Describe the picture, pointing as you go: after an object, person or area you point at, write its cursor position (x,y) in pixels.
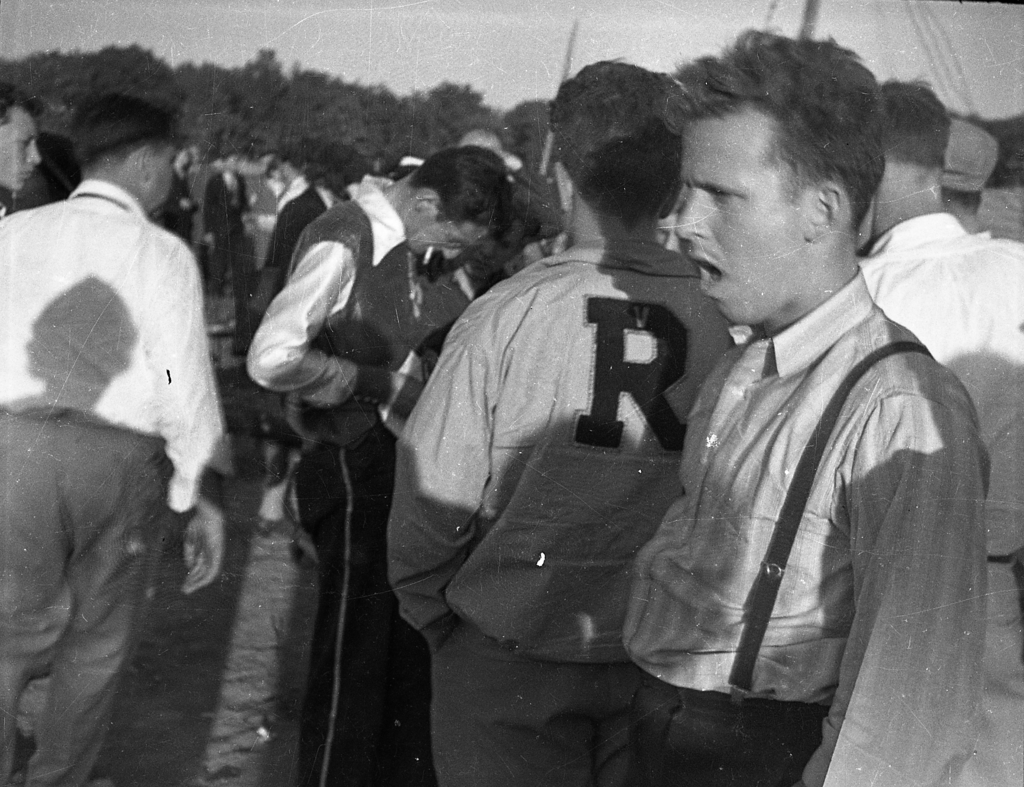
This is a black and white image and here we can see many people (198,266) standing and in the background (426,104), there are trees (353,99) and we can see some sticks (806,23).
